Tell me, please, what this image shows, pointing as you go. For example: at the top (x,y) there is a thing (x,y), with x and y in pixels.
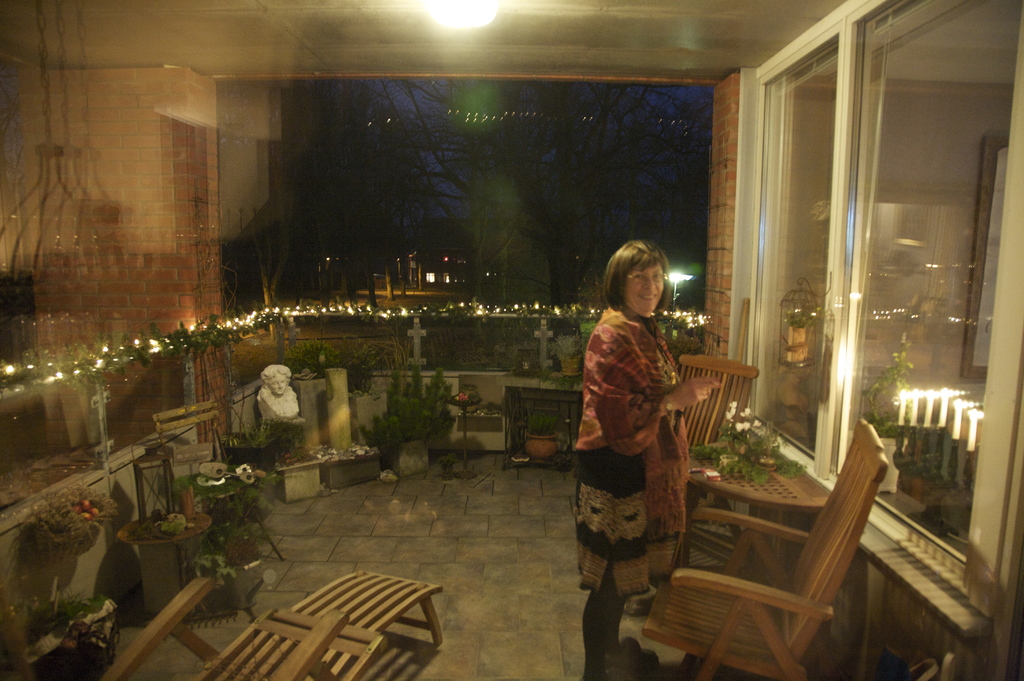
In this image there are chairs (379,636) and tables (747,487). There are flower pots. There are leaves (683,341). There is a wall (100,229) on the left side (121,453). There is a glass window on the right side (941,310). There are trees (525,165) in the background (529,152).
